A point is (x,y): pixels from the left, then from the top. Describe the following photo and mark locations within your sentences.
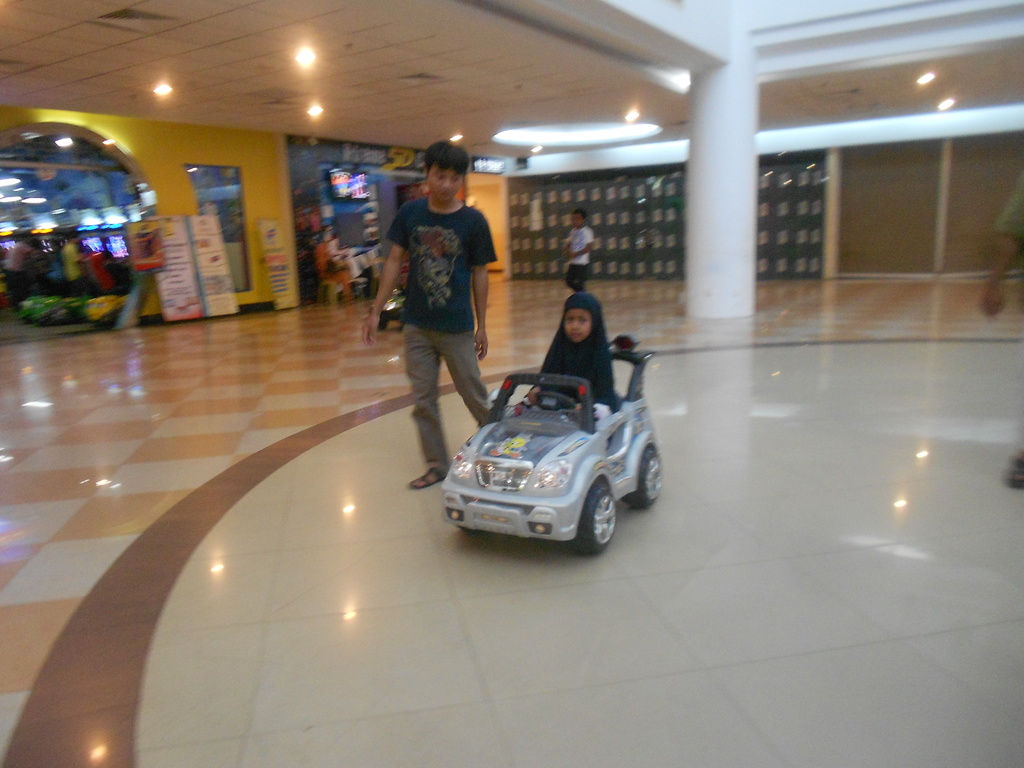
In the center of the image (594,372) we can see a girl (574,370) sitting on the toy car (577,420), next to her there is a man (435,318) walking. In the background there are people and we can see a door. At the top (315,106) there are lights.
